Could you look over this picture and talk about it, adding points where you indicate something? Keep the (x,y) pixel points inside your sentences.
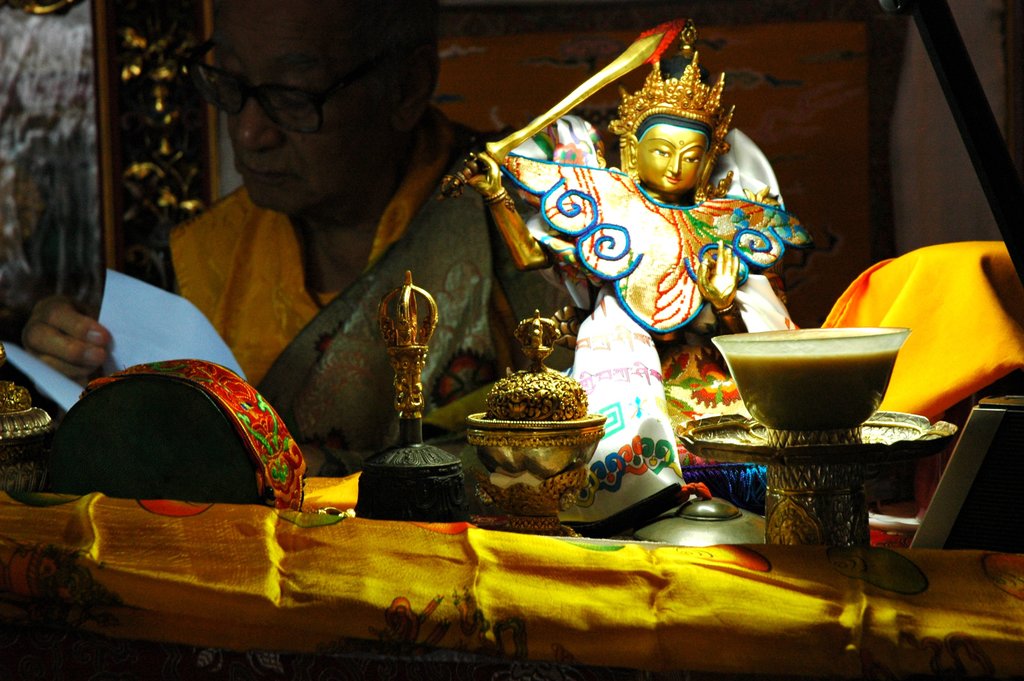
In this picture I can see a statue (622,330) and few bowls (866,375) and I can see a man (230,325) holding some papers (75,395) in his hand (70,348) on the table (203,664) and I can see a cloth (608,639) on the table (678,612) and man (292,127) wore spectacles (220,89).
